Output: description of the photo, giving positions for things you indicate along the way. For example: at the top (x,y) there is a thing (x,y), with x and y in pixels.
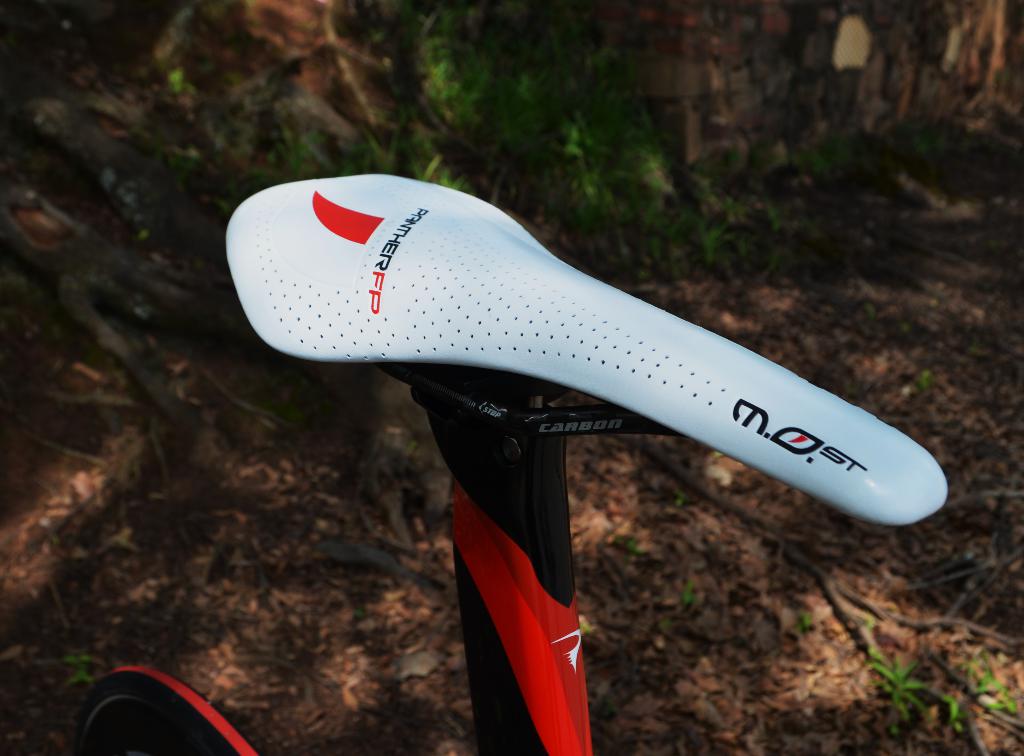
In this image in the front (535,470) there is an object (513,555) which is black, red and white in colour. In the background (474,59) there are leaves (475,73) and there is a wall (684,74) and there are dry leaves (720,612) on the ground (935,350).
